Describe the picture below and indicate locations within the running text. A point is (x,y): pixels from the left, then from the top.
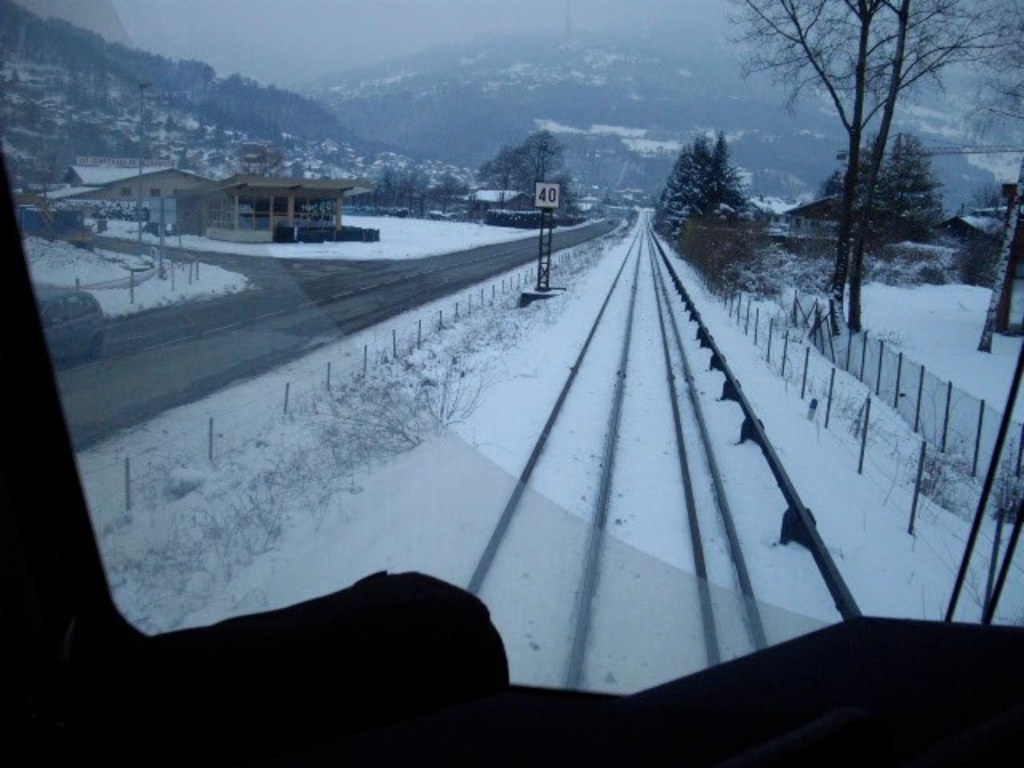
As we can see in the image there is railway track (628,395), snow (628,356), fence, buildings (199,223), trees (736,188), pole (546,207) and hills (635,51).
